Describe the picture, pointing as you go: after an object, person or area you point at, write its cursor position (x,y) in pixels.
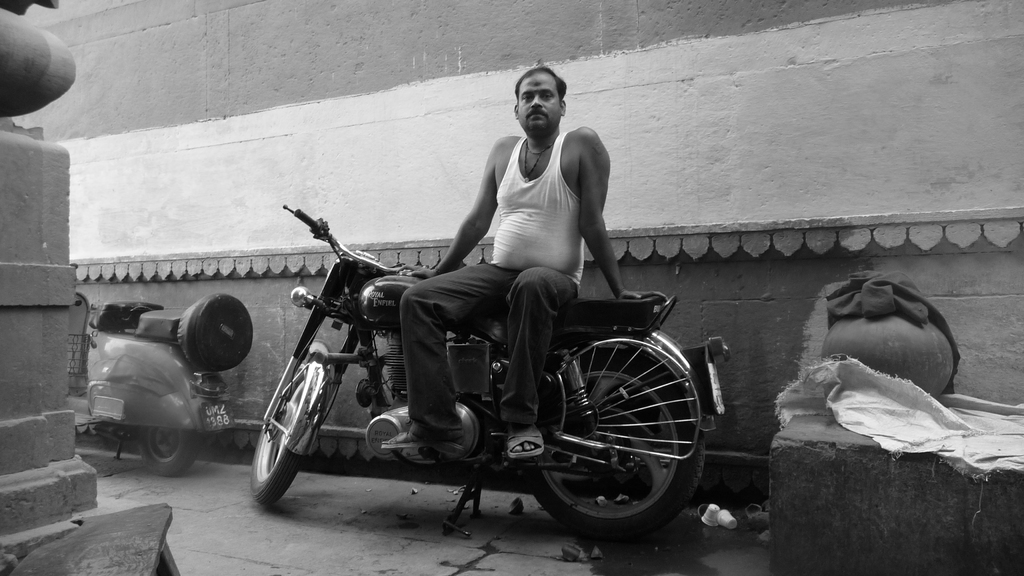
In this picture we can see a man (451,298) who is sitting on the bike (501,325) and to the left side of him there is a pot (849,339) on the ledge (849,439) and to the right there is a scooter (128,310) and behind him the wall (621,112) is in white color.
